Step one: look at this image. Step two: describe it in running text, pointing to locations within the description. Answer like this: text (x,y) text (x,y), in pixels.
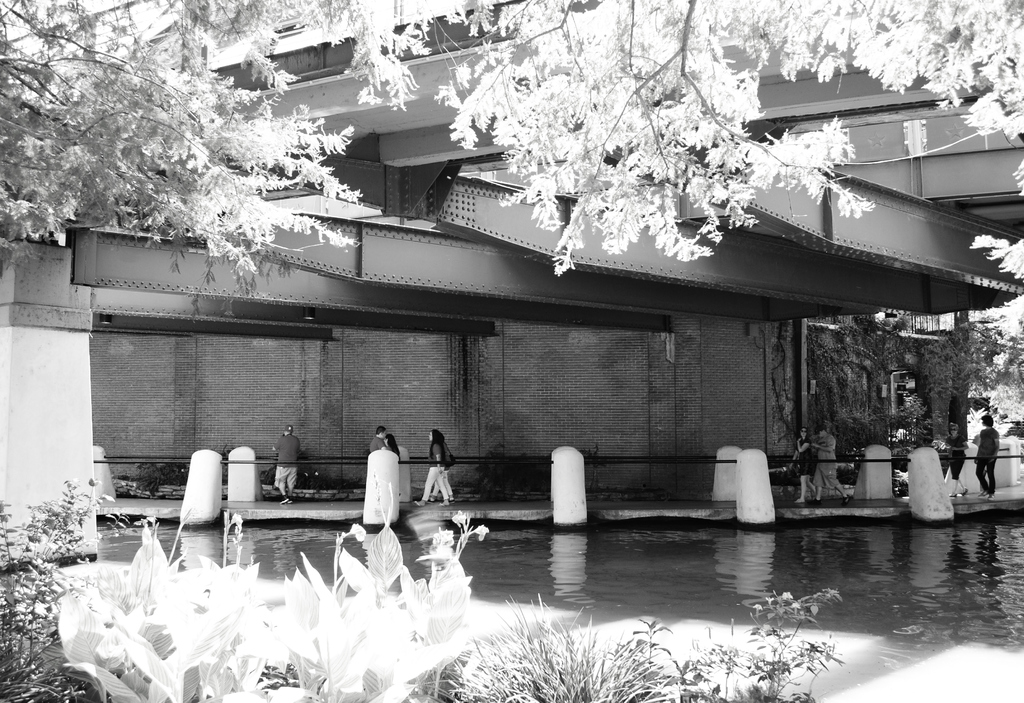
This is a black and white image. I can see the trees (649,113) and plants (411,589) with flowers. There are few people (276,481) walking on the pathway (259,507). Here is the water (584,565) flowing. This is the wall (767,378). I think this is a bridge (876,228). Here is a pillar (50,364).
